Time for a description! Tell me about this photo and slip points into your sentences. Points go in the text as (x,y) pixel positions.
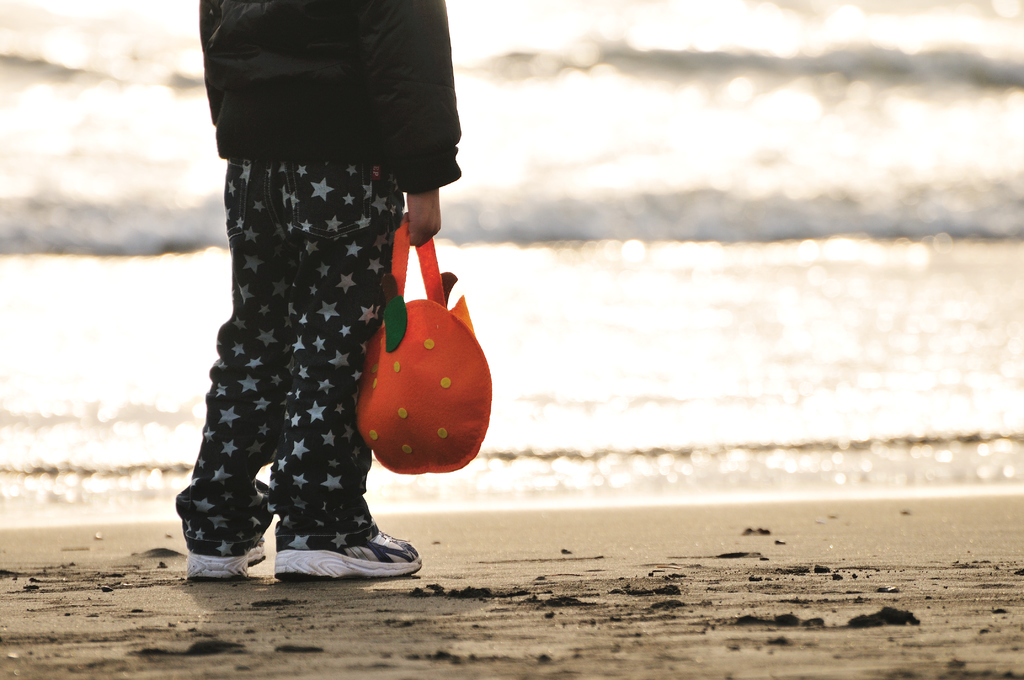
In this image we can see a person (339,520) is standing on the land (115,628). The person (344,501) is holding an orange color bag (462,366). In the background (414,269), we can see water (765,247).
